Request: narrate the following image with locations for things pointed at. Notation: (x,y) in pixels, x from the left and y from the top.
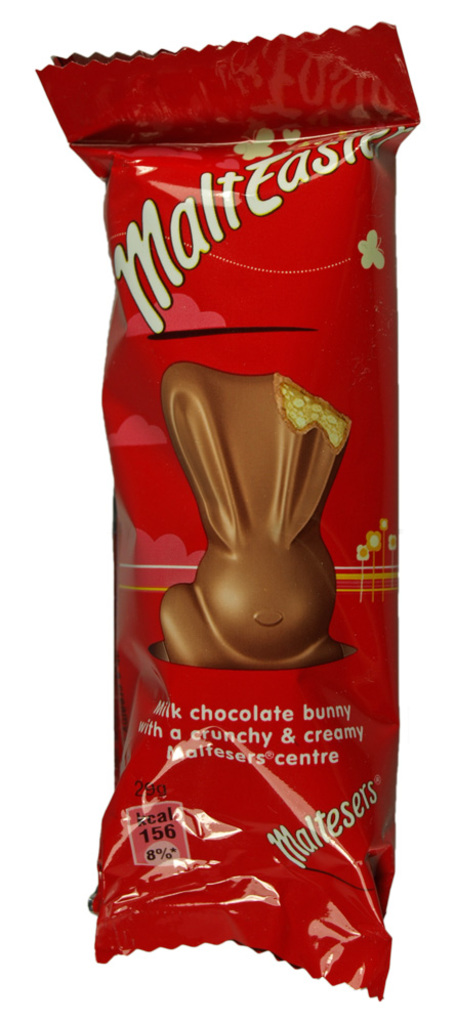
In the image there is a sealed chocolate (187,448).
